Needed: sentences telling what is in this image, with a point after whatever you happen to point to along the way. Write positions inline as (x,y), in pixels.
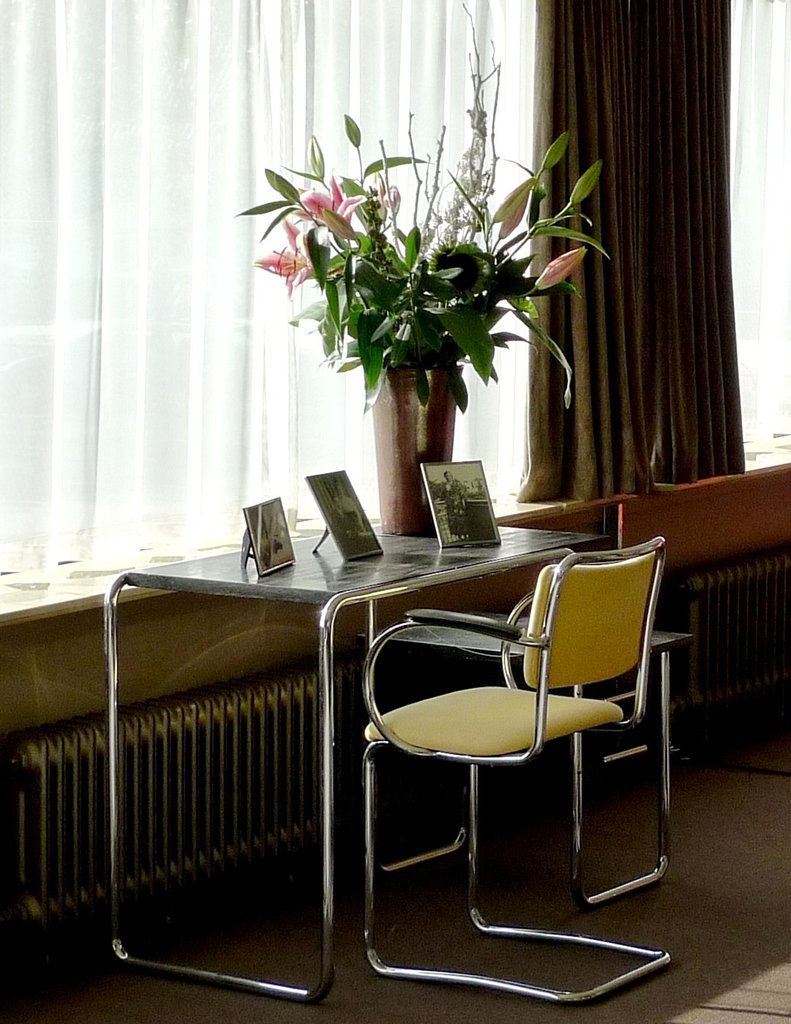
in this image some cloth (168,303) is there some table (457,553), chairs (595,625) on the floor (676,865) some flower vase (435,375) and some photos (445,528) are placing on the table (403,551) and the background (188,93) is white.
